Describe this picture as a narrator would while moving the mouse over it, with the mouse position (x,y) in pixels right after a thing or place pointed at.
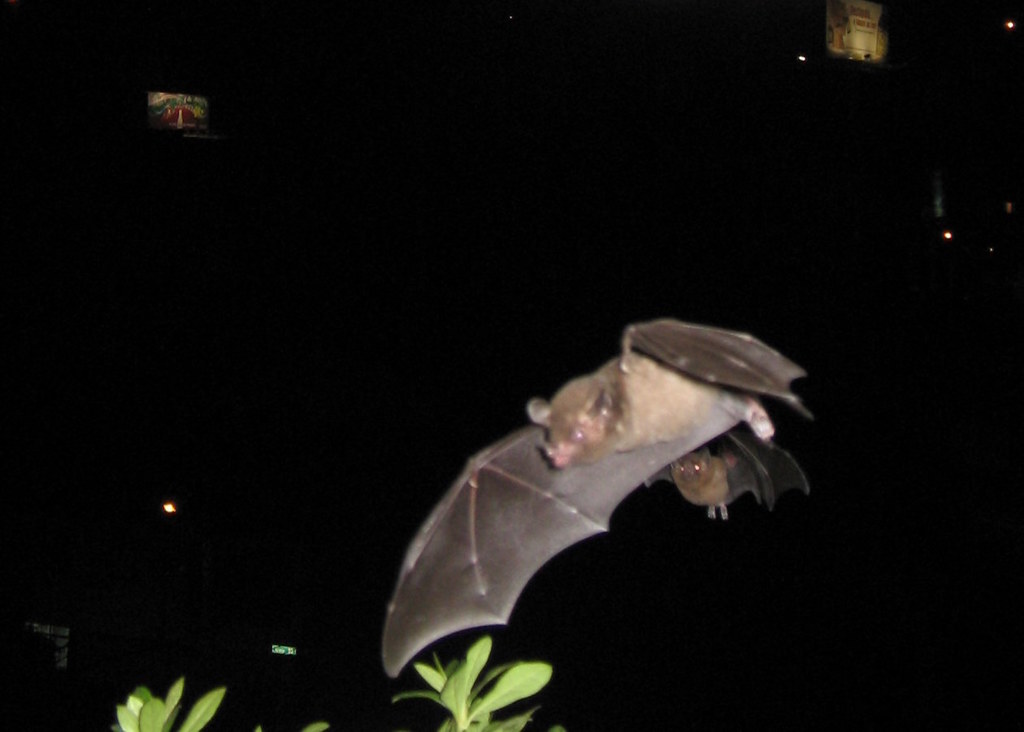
In this image, we can see a bat (728,364). There are leaves (486,723) at the bottom of the image (462,687).
